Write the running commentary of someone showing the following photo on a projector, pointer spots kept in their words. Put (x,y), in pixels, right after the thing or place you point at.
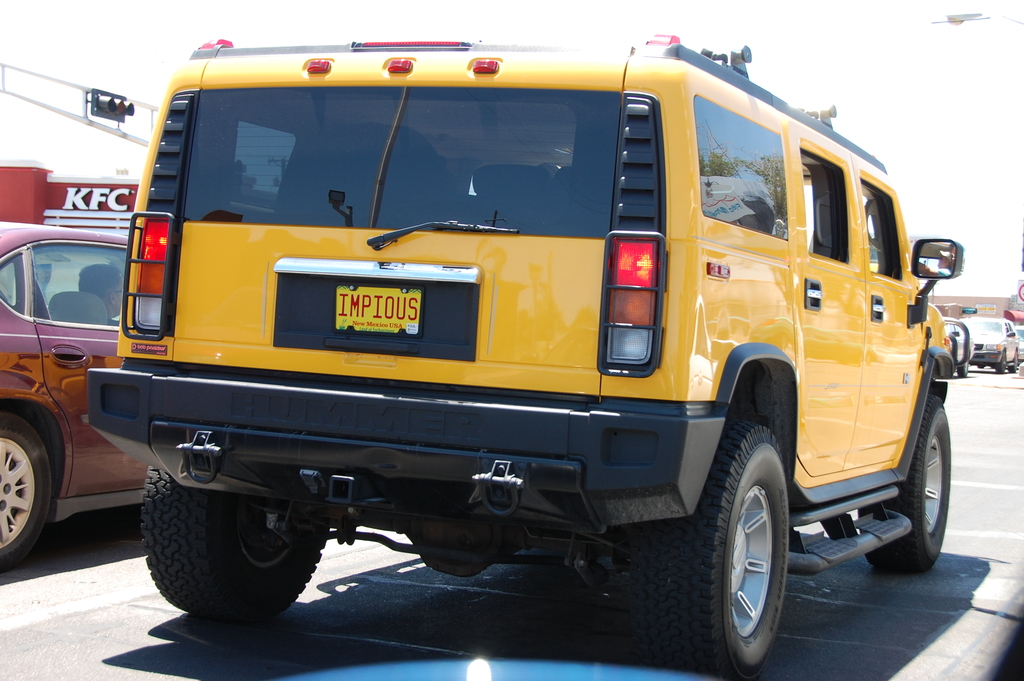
In this image we can see vehicles (432,240) and we can also see a board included with some text (120,194).
